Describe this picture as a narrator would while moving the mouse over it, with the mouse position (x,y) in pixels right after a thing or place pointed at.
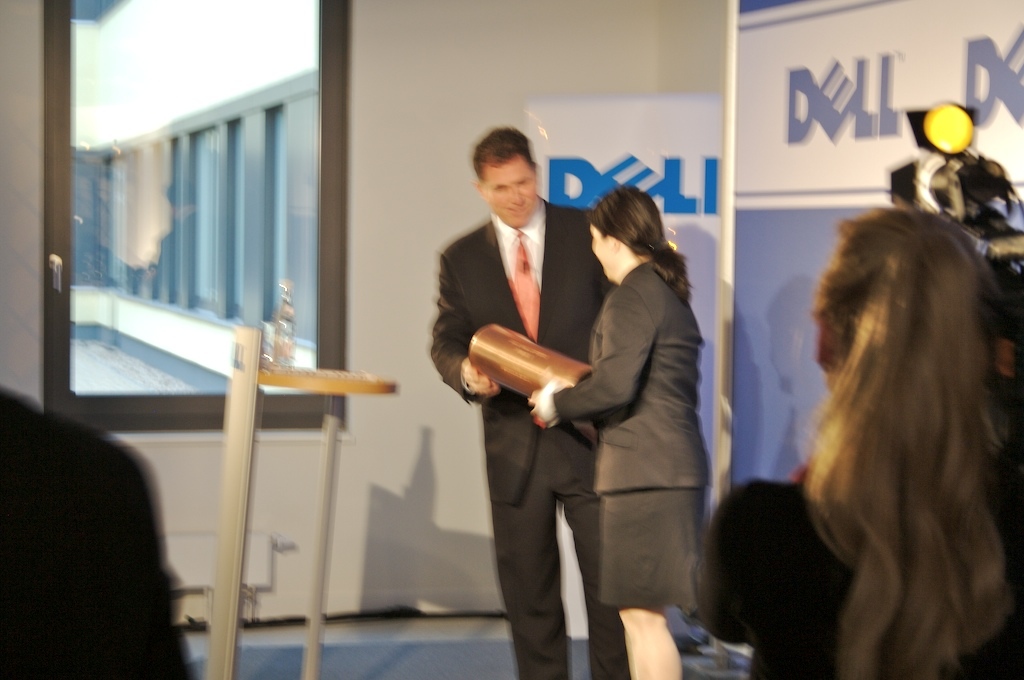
On the right side of the picture (895,270) we can see the people (1016,622). We can see a man (506,186) and a woman (599,370) holding an object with their hands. We can see the boards (641,114), glass object (265,354), window (320,234) and few objects (280,373).
